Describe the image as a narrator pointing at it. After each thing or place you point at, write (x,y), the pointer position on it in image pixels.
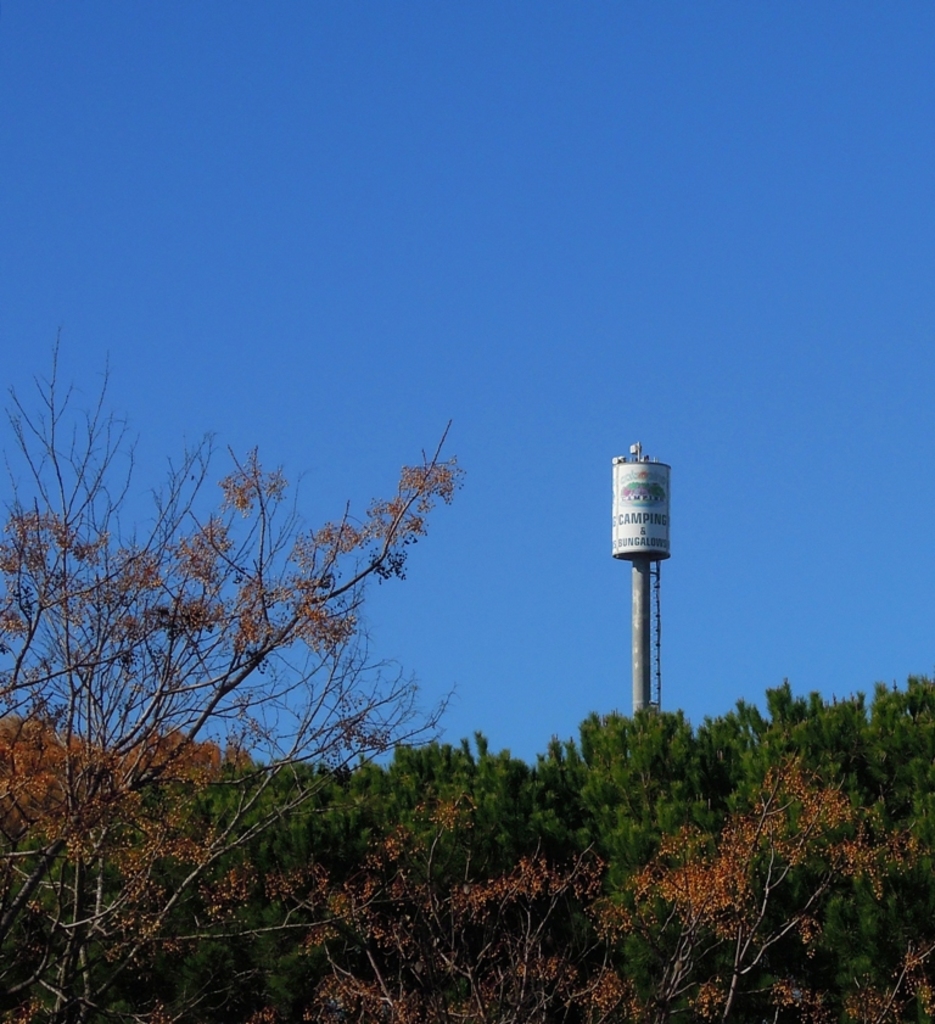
In this image i can see the trees (201,796), near there is a water tower (657,668), at the top (436,311) i can see the sky (363,325).
